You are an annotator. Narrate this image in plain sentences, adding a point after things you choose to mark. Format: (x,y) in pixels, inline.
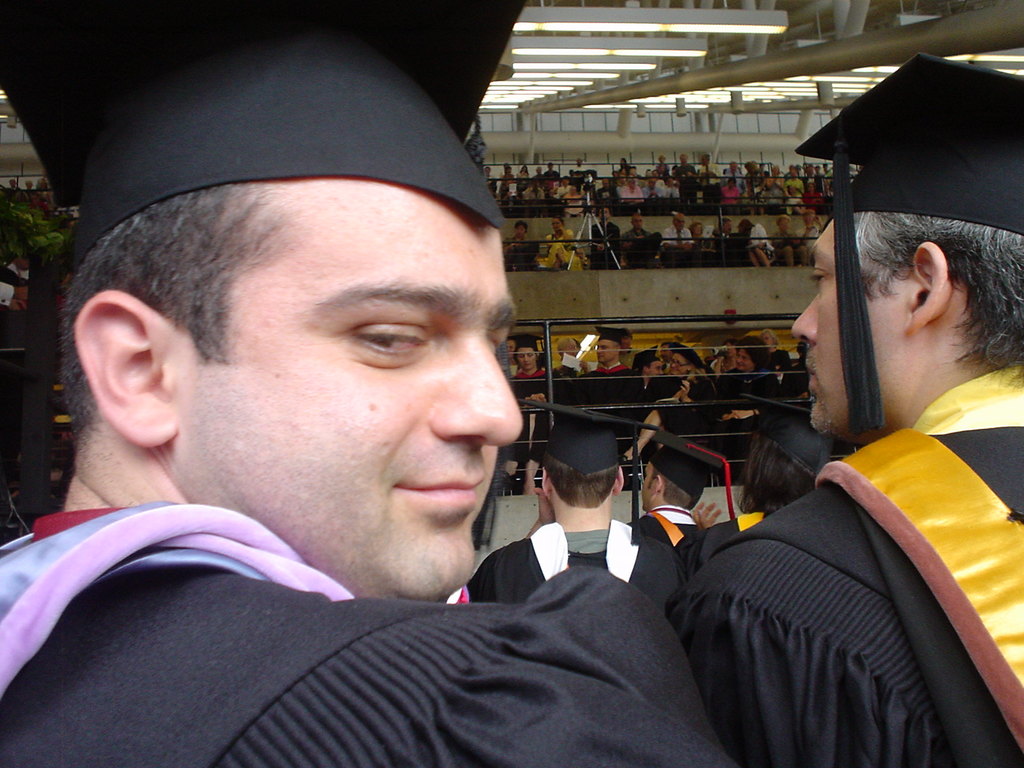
In the image I can see two people (597,718) wearing convocation dress (600,705) and around there are some other people (594,402) and some lights (617,30) to the roof (664,67).
